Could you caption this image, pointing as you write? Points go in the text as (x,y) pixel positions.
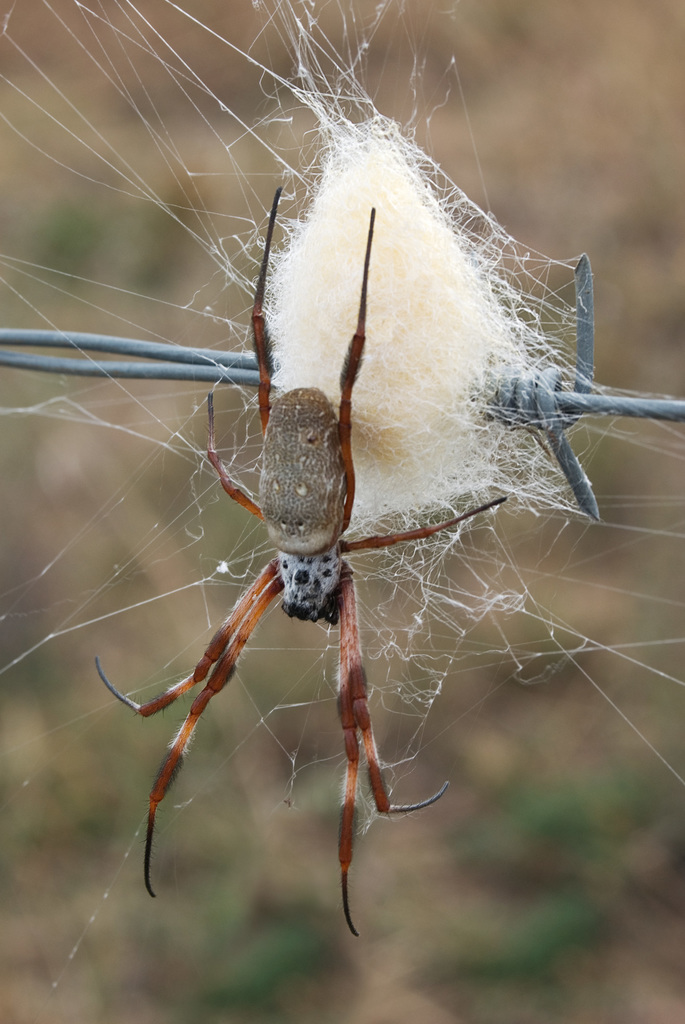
In the middle of the image (355,360) we can see a spider (351,448) on a fencing (647,417). Background of the image (514,10) is blur.
